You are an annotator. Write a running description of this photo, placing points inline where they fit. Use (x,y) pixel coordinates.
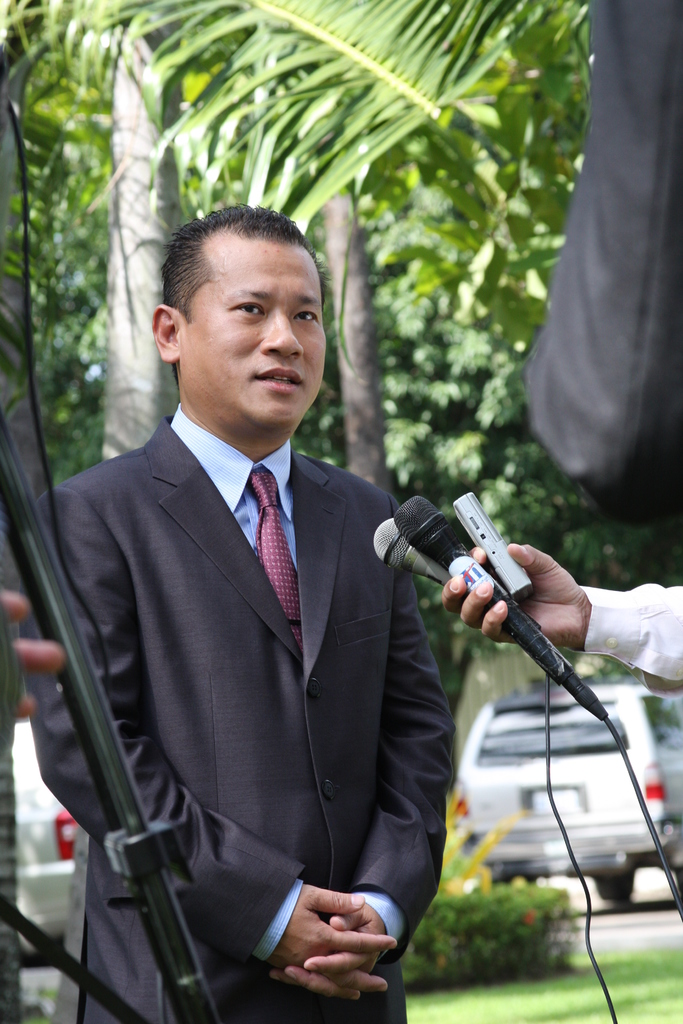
A man (170,787) with black jacket (236,686) and a blue shirt (230,460) is standing. In front of him there is a person (609,616) holding a mic (438,554) in his hand (491,618). To the top corner (387,148) there are trees (308,176). And to the bottom right corner (553,790) there is a car (538,831) and plants (491,920).
